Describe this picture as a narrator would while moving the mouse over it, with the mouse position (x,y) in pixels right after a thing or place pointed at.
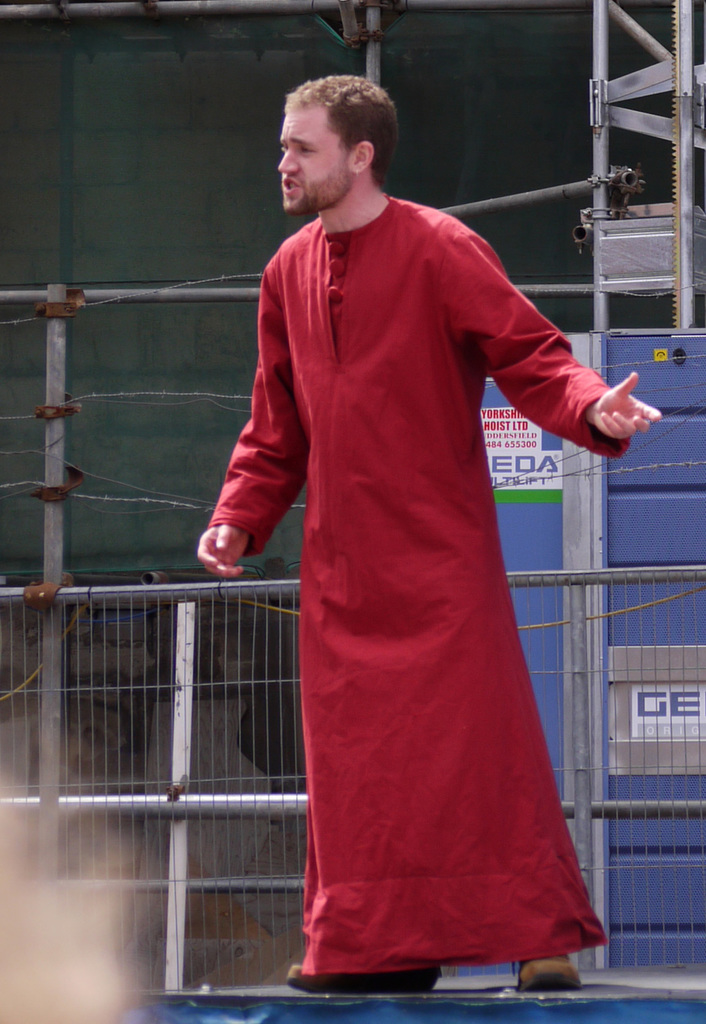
Here in this picture we can see a person (281,372) standing over a place (273,1014) and speaking something and we can see he is wearing a red colored dress (418,551) and behind him we can see a fencing (20,747) present.
